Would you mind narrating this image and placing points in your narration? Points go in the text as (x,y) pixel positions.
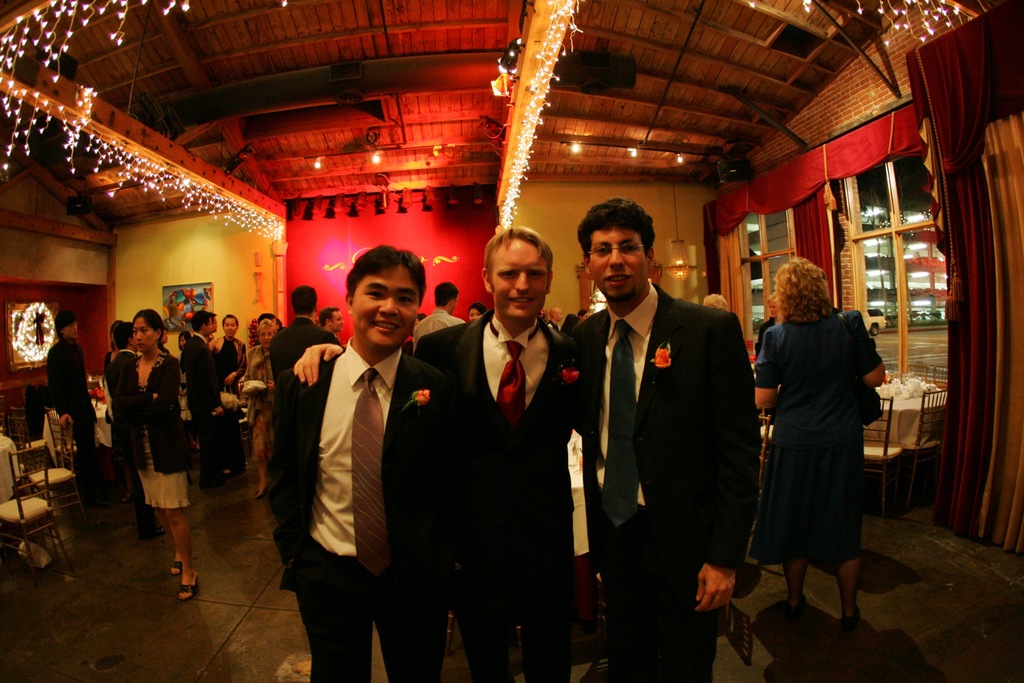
In this image I can see there are three people (459,495) standing and they are smiling. There are others standing behind them, there are a few chairs (61,481) and tables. There are glass windows (879,260) at right side (889,272) with curtains (822,250).
